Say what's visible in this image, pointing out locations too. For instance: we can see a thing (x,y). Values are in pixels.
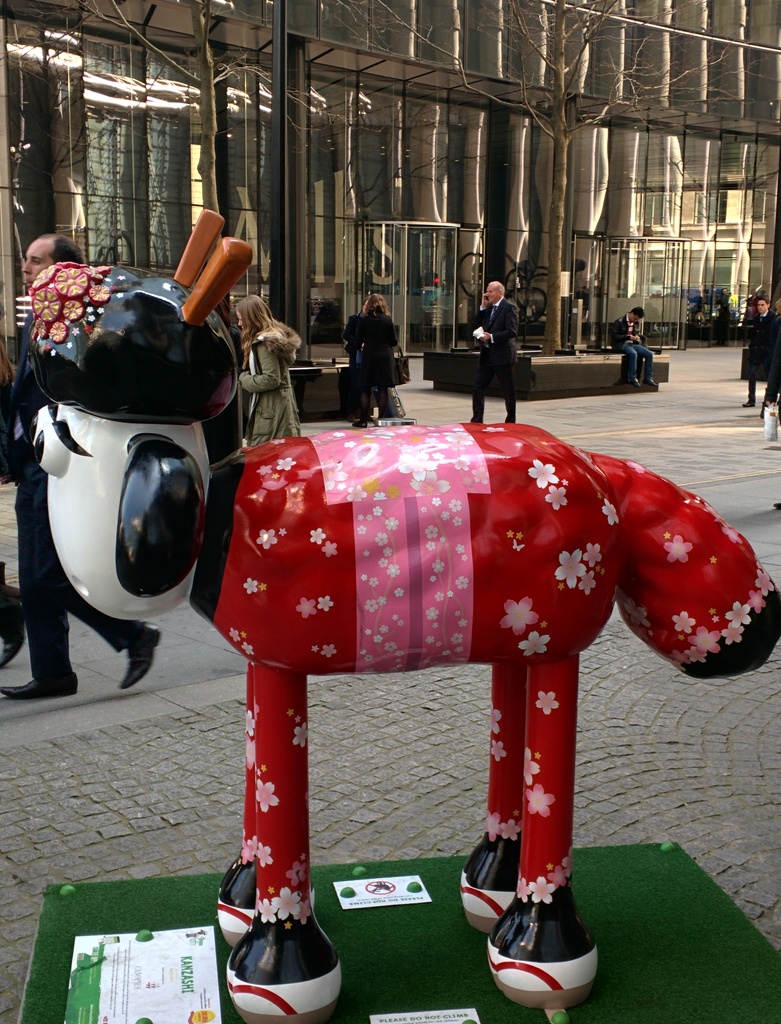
In this picture I can see group of people (489,392) standing, it is looking like a table (361,867), there is a sculpture (229,916) on the table (590,917), there are trees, and in the background (527,256) it is looking like a building (402,163) with glass doors (683,343).
